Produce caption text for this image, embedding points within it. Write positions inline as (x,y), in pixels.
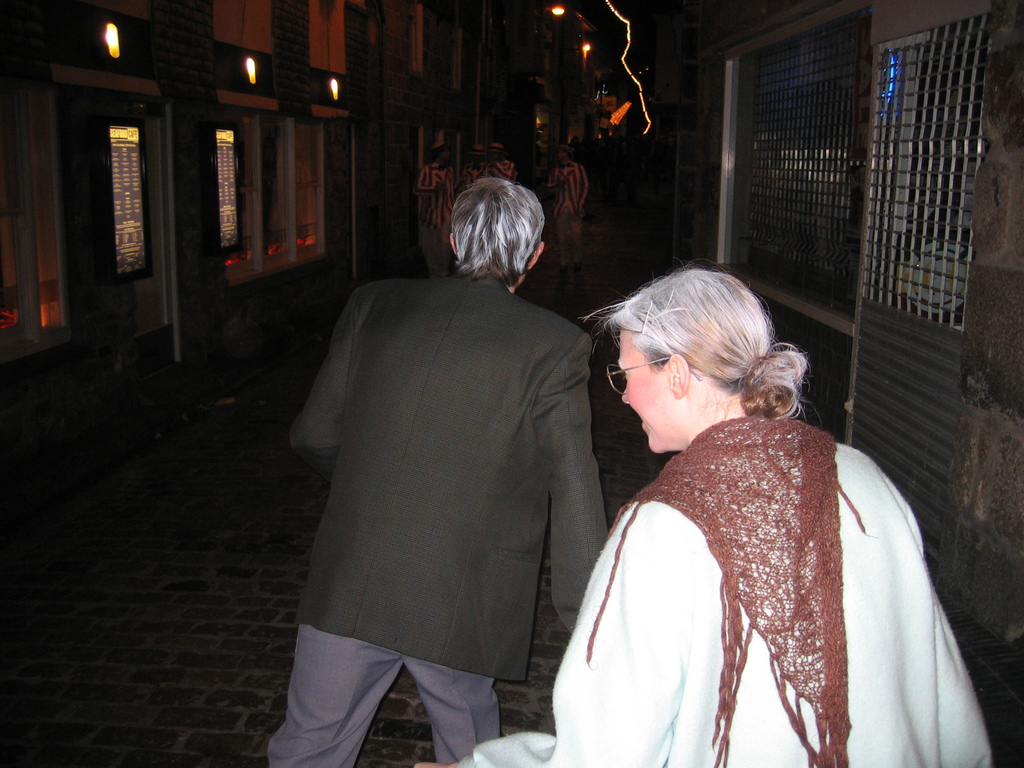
In this picture we can see a man (509,477) and a woman (692,522) in the front (439,339), on the left side (228,216) and right side (710,119) there are buildings (823,158), we can see four persons (571,160) in the middle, there are some lights (642,89) in the background (559,5).
